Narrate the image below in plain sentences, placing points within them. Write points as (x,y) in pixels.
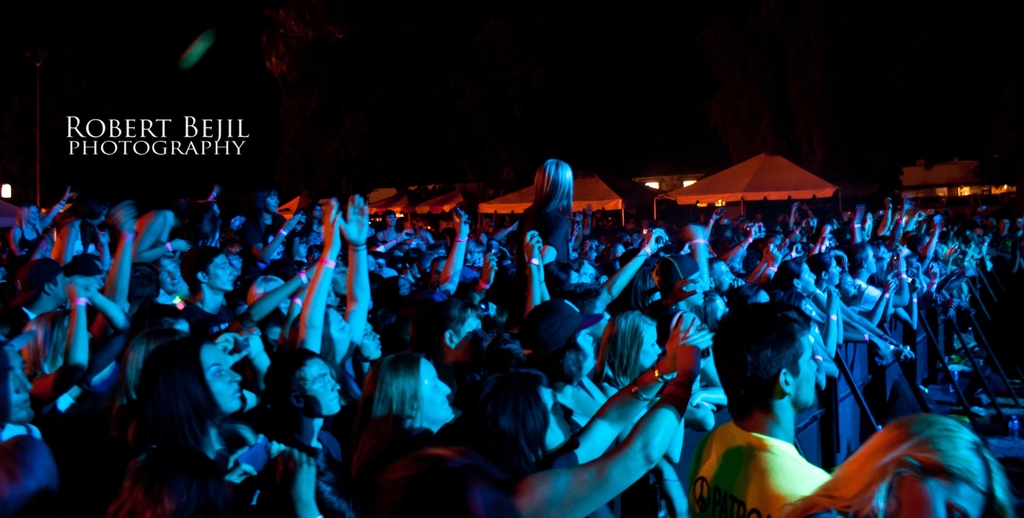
In this image we can see a crowd (471,300). In the back (610,203) there are tents (712,183). On the left side (168,136) something is written. In the background (672,88) it is dark.
